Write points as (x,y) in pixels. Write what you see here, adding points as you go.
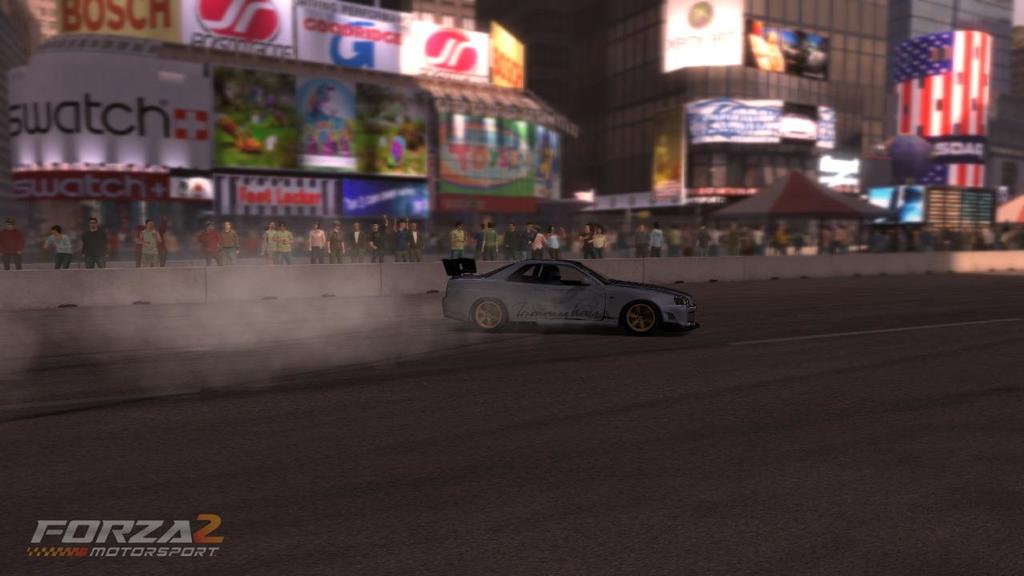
This is an animated image. We can see a person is riding car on the road (510,422). In the background (399,230) there are buildings (379,177), poles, hoardings (315,191), few persons (208,249) are standing at the fence (429,272), tents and objects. On the left side (187,522) at the bottom corner (40,556) there is a text (29,551) on the image.
